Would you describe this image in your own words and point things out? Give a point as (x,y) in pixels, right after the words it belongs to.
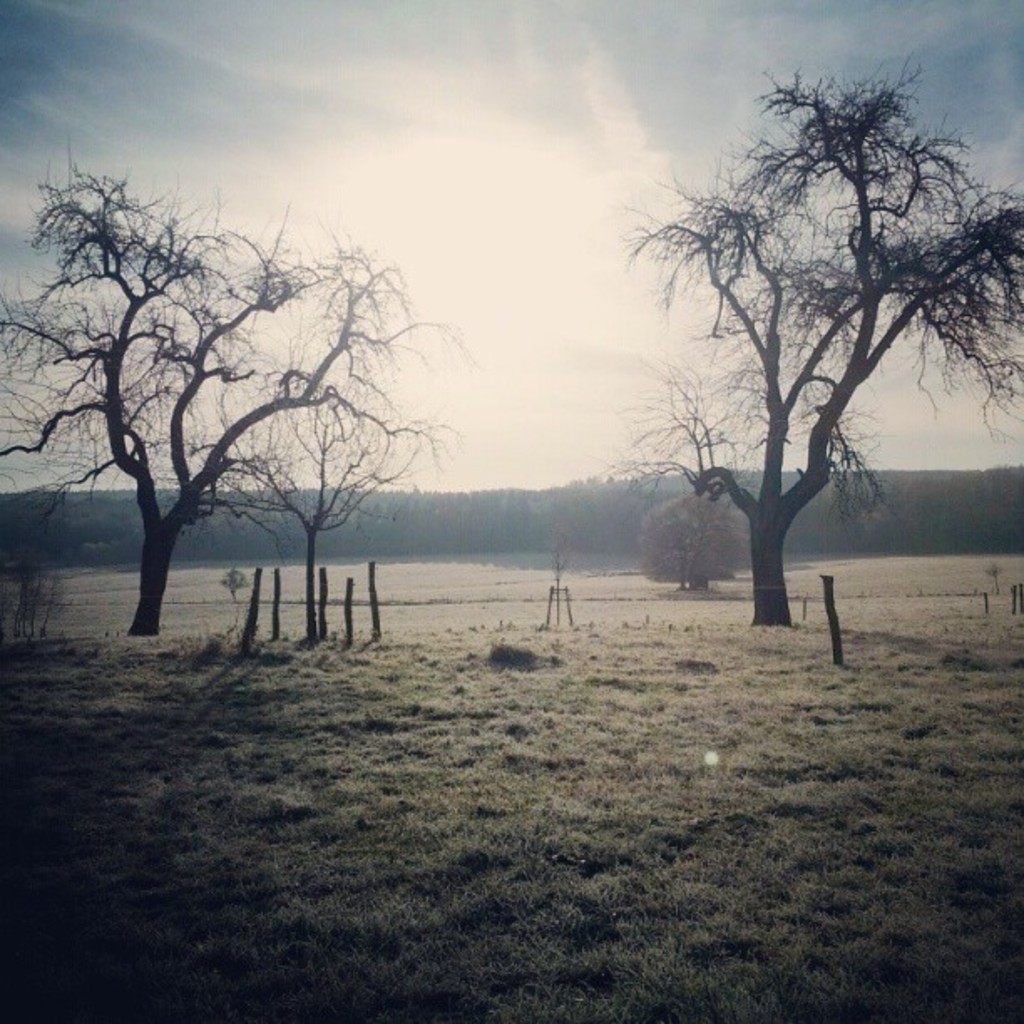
In this picture I can see trees (364,514) and grass (543,720) on the ground (640,733) and I can see blue cloudy sky (625,182).
